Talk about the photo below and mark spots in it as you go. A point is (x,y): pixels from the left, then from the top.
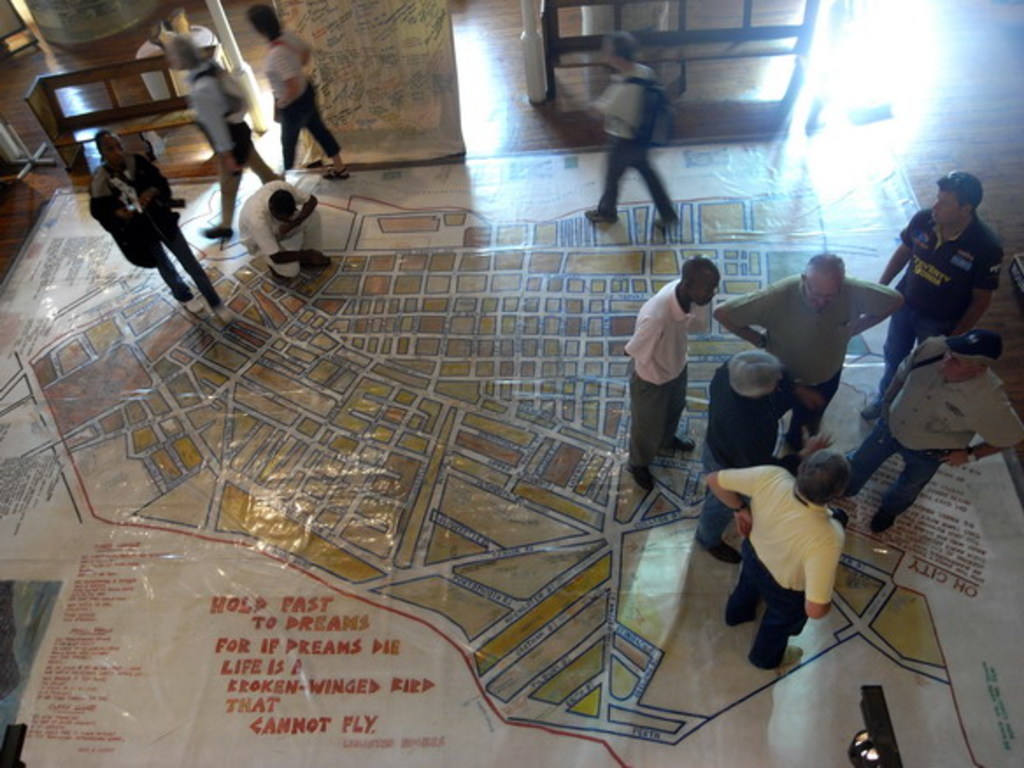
In this image we can see people (715,392) standing on the polythene sheet (329,405) and one of them is sitting. In the background (144,87) there are benches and walls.
